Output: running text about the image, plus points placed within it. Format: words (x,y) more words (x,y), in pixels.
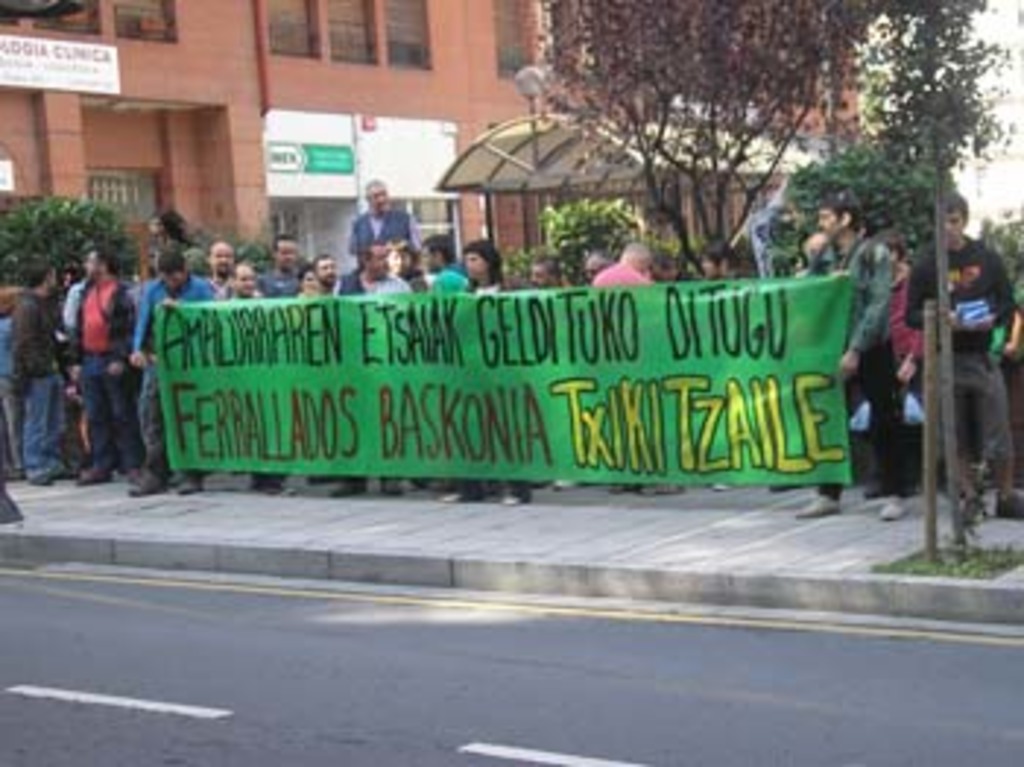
In this image we can see a road (389,629), banner (470,398), people (35,277), plants (67,234), trees (729,3), boards (76,80), and buildings (1013,143).
